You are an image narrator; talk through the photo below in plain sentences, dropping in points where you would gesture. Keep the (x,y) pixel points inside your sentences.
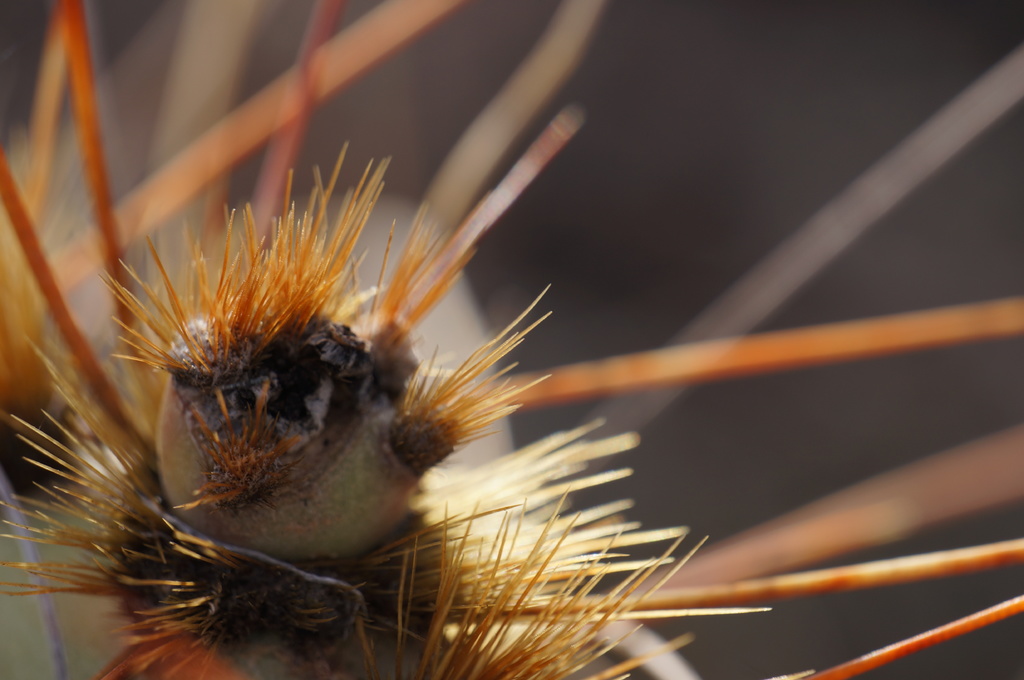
In this image I can see a spiky plant like object (355,448). This is a macro photography of a spiky plant (374,311) and the background (632,150) is blurred.
